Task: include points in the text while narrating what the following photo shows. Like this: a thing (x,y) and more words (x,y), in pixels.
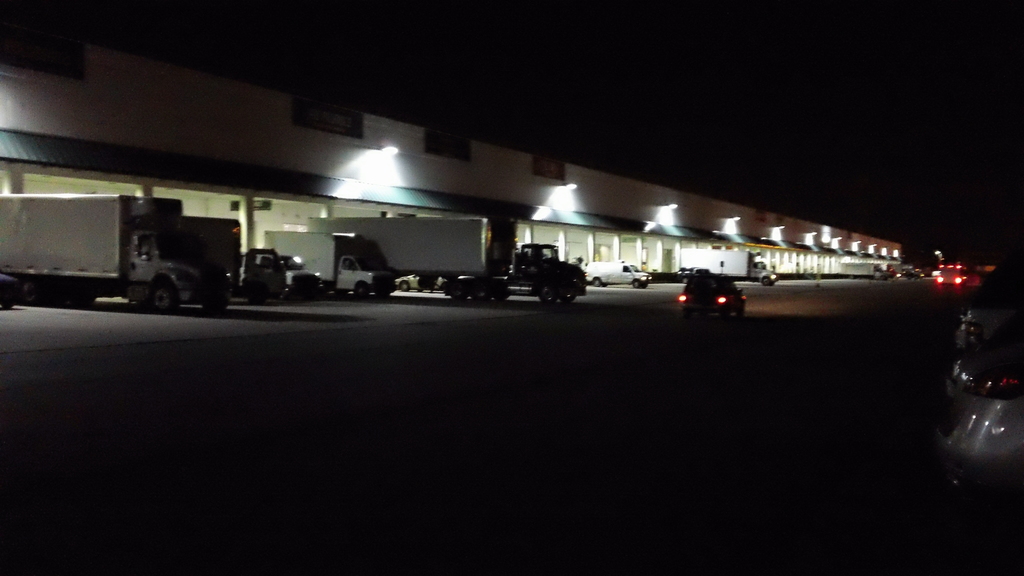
In this picture we can see a few vehicles (142,276) on the path (396,398). There are a few pillars (253,214), lights (813,241) and boards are visible on a building (479,170). We can see the dark view on top (296,6) and at the bottom of the picture (610,514).
